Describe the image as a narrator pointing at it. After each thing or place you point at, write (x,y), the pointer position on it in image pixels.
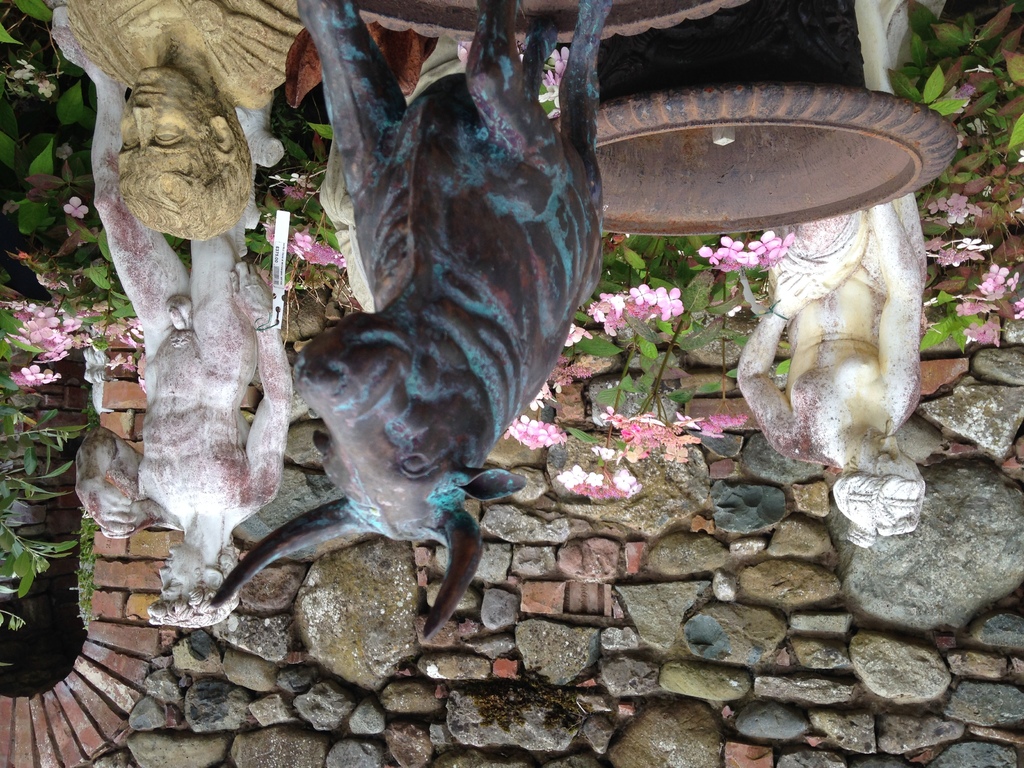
In the middle of the picture (492,485) we can see sculpture (228,292). In the background (37,318) there are plants (623,387) and flowers (28,325). At the bottom (357,686) it is wall (635,678) made of stone (438,654).
